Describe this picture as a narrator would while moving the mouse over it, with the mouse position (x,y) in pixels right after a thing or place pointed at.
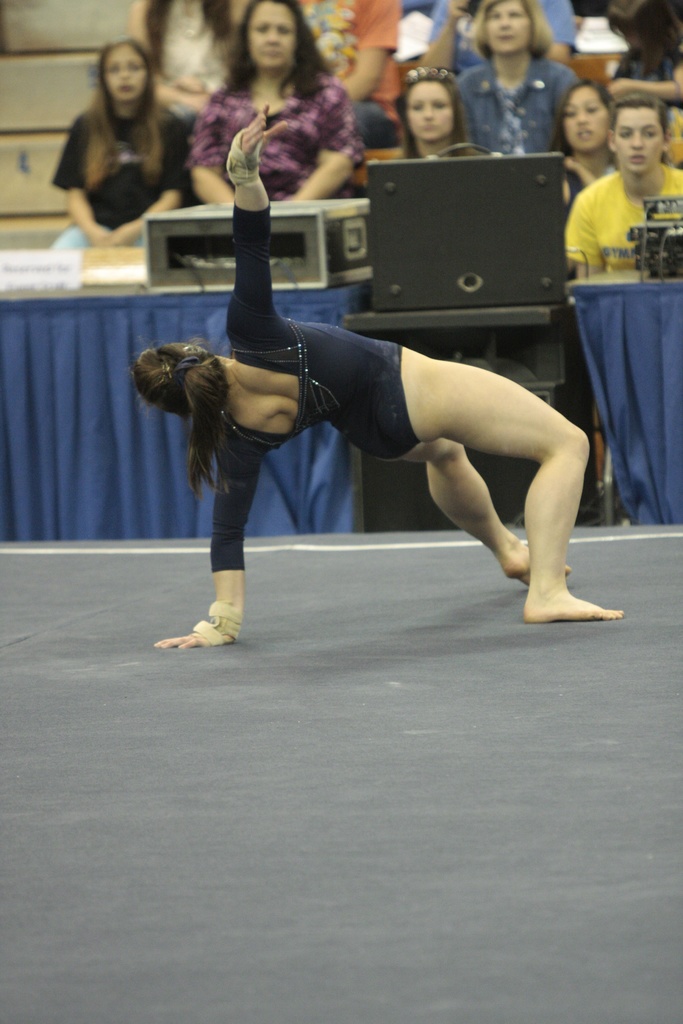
In this image there is a person (294,402) doing gymnastics, and in the background (524,504) there are speakers (453,223) and some objects (67,282) on the table (638,277), group of people (329,145) sitting.
